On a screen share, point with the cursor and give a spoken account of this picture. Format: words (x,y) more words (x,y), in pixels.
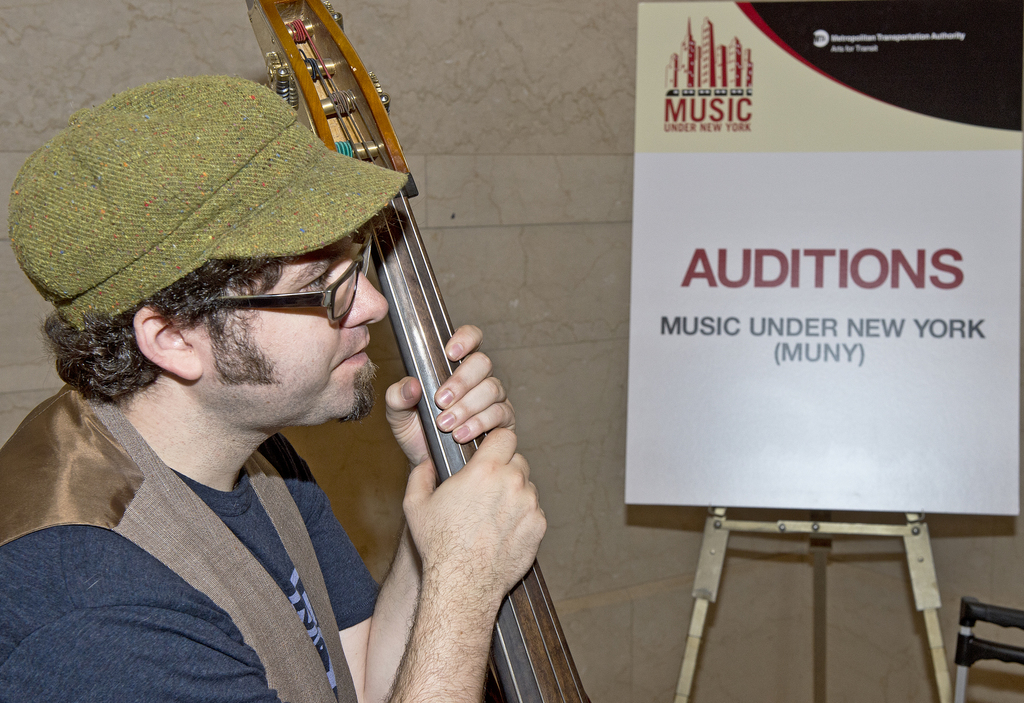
In the image on the left hand side (212,561) i can see a person (310,393) holding a musical instrument (561,700) and on the right side (709,547) i can see a stand (825,586) on which some text (793,343) is written.
